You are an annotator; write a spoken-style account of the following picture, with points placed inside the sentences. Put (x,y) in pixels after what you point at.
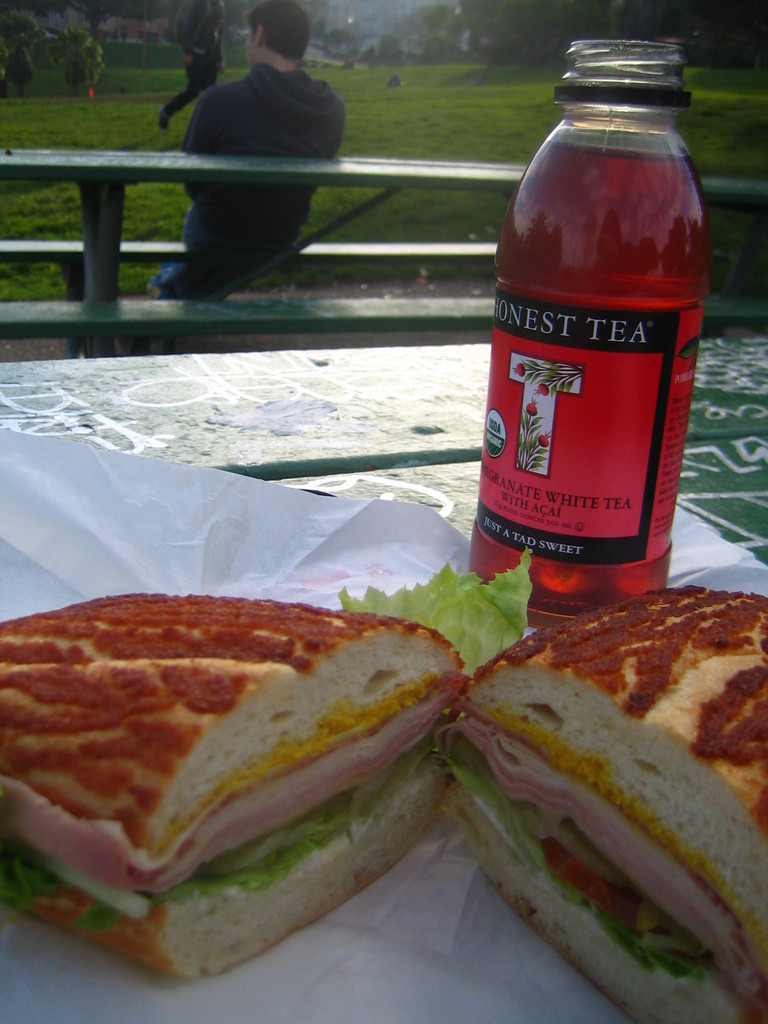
in the picture we can see the food items (303,718) placed on the table (24,402) along with the bottle (638,509) and we can see a person (291,233) sitting on the bench (246,330) a bit away from the table (336,382) and we can see grass (425,103) and we can see the person (218,44) walking on the grass (387,121).
